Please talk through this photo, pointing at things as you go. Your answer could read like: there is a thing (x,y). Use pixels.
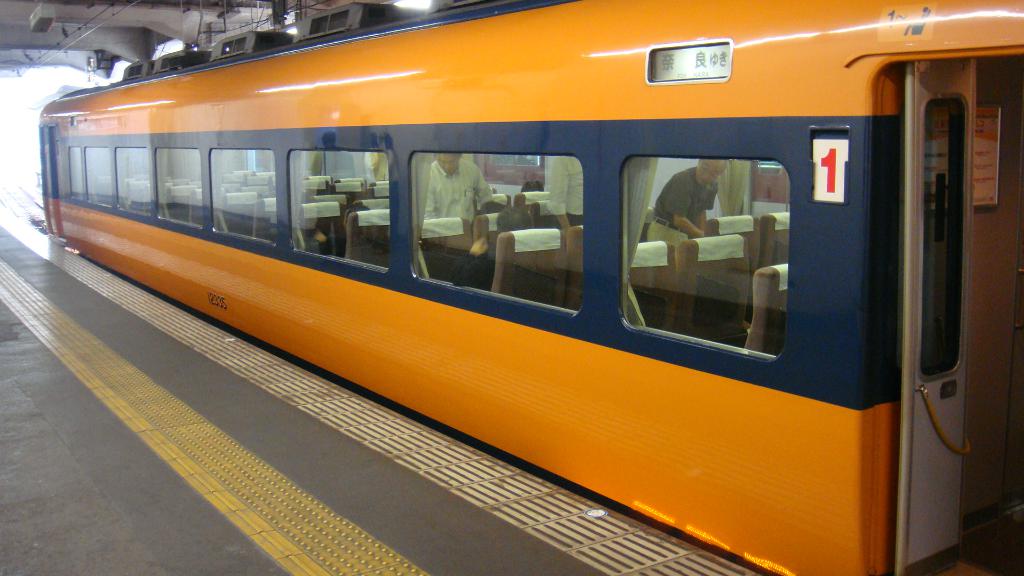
In this picture we can see a train (561,79) and through window glasses (761,285) we can see people (673,202). This is a door (932,223) and platform (115,380).
